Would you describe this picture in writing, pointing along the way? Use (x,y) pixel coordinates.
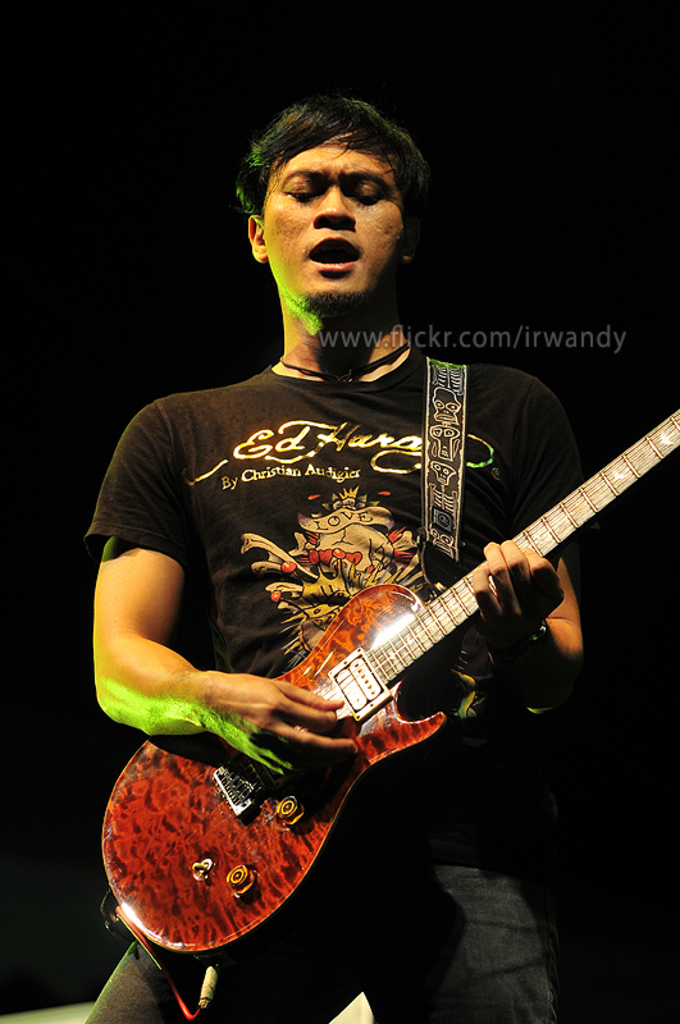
Here we can see a man (119,622) standing and he is playing a guitar (198,827) and he is also singing a song and this we can see by seeing his mouth (340,253).
